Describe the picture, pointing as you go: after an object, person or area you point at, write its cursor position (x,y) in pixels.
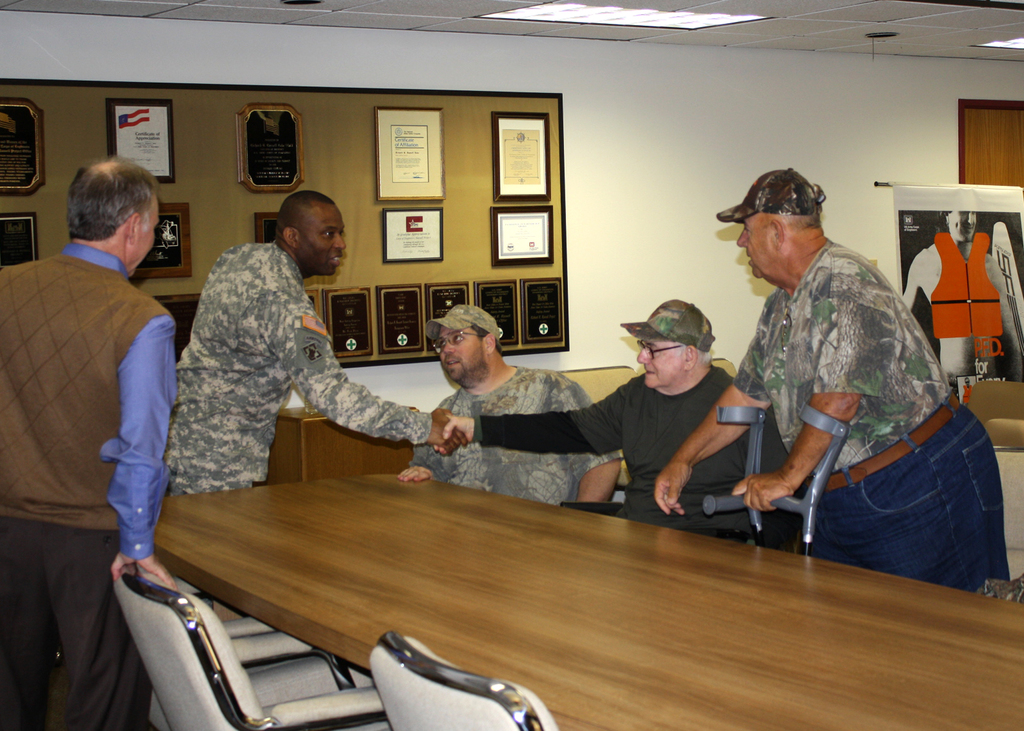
In the image we can see there are people (414,417) who are in a room (478,444) and few people (598,458) are sitting and few people (237,446) are standing. On the wall (512,83) there is a notice board (343,170) on which there are photo frames (418,245).
